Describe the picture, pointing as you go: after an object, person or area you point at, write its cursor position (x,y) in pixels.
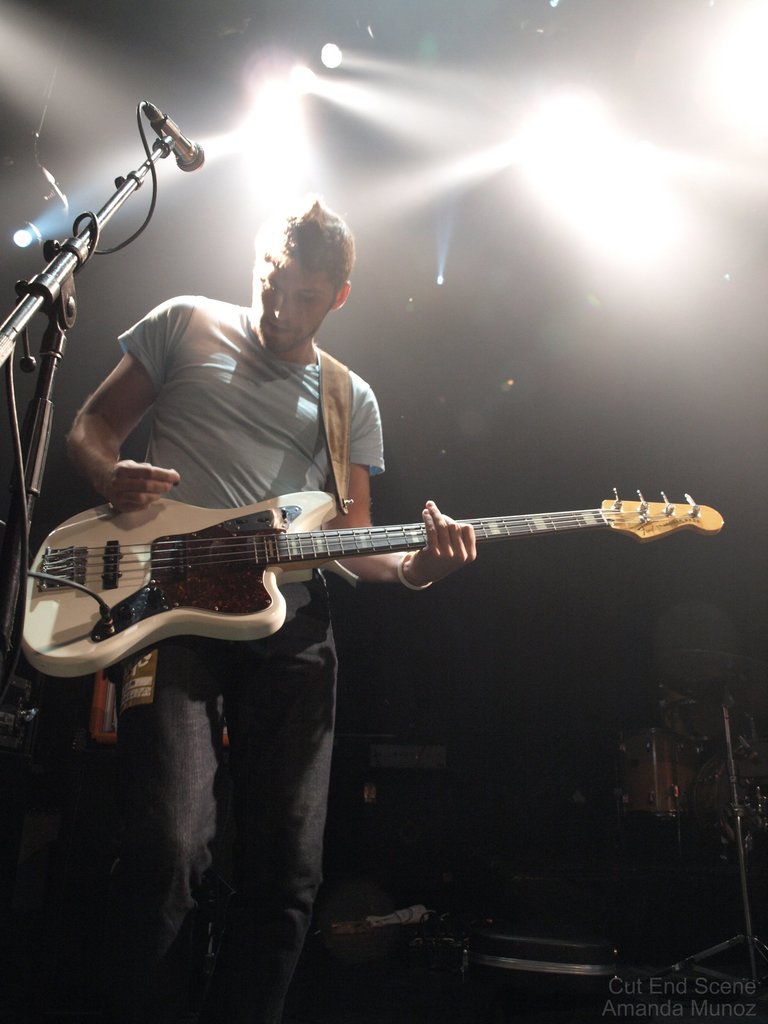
On the image we can see there is a man (338,267) who is holding a guitar (265,577) in his hand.
